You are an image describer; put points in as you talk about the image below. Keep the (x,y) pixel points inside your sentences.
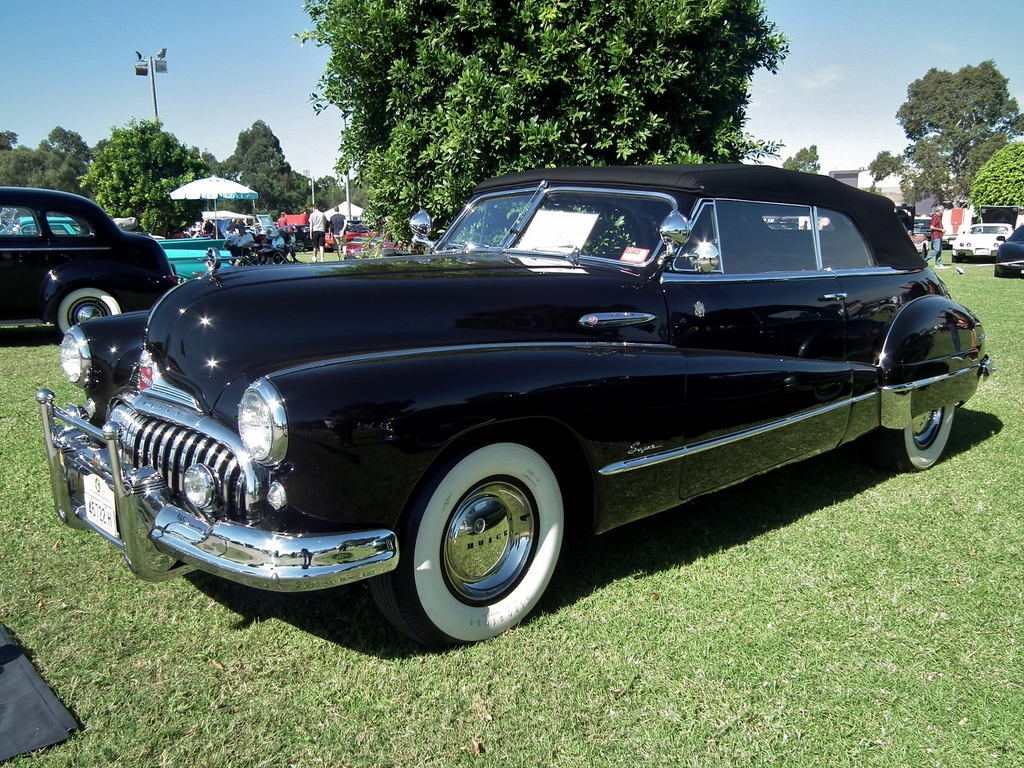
There are cars (592,452) on the ground (1005,443). This is grass (501,670). Here we can see an umbrella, poles (153,63), trees (281,169), and few persons (209,226). In the background (270,36) there is sky (869,77).
